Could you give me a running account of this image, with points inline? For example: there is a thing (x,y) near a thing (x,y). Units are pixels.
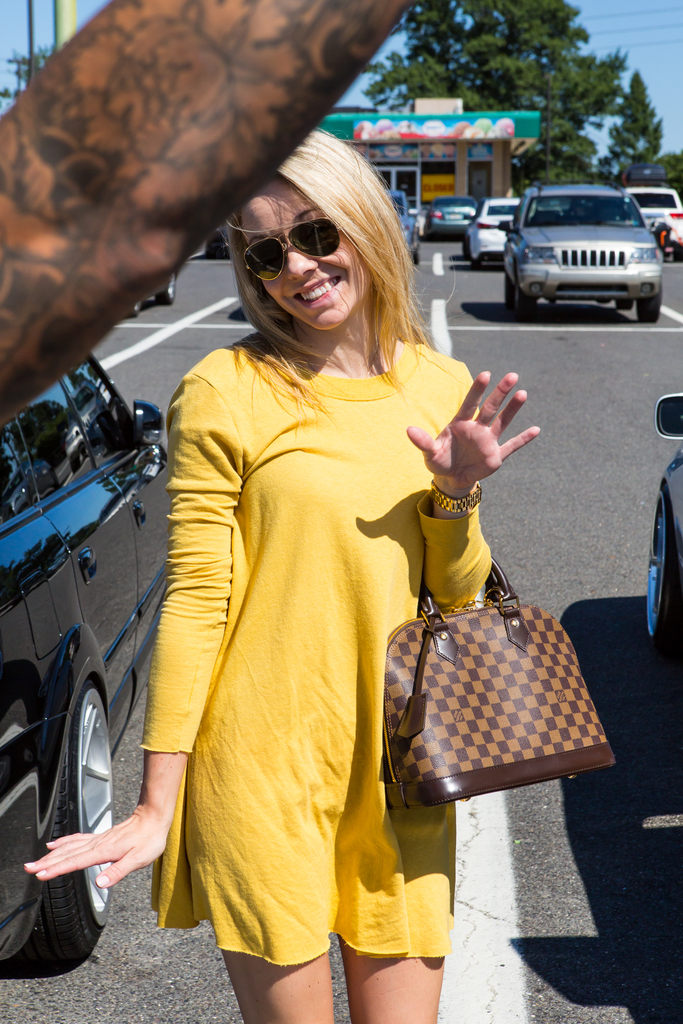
In this picture there is a woman (363,570) holding a handbag (440,723) is standing and smiling. There are some cars (593,264), shop (446,190), tree (440,79), wires (623,46), pole (59,29) is seen in the background (604,91). Sky (658,74) is blue in color.
